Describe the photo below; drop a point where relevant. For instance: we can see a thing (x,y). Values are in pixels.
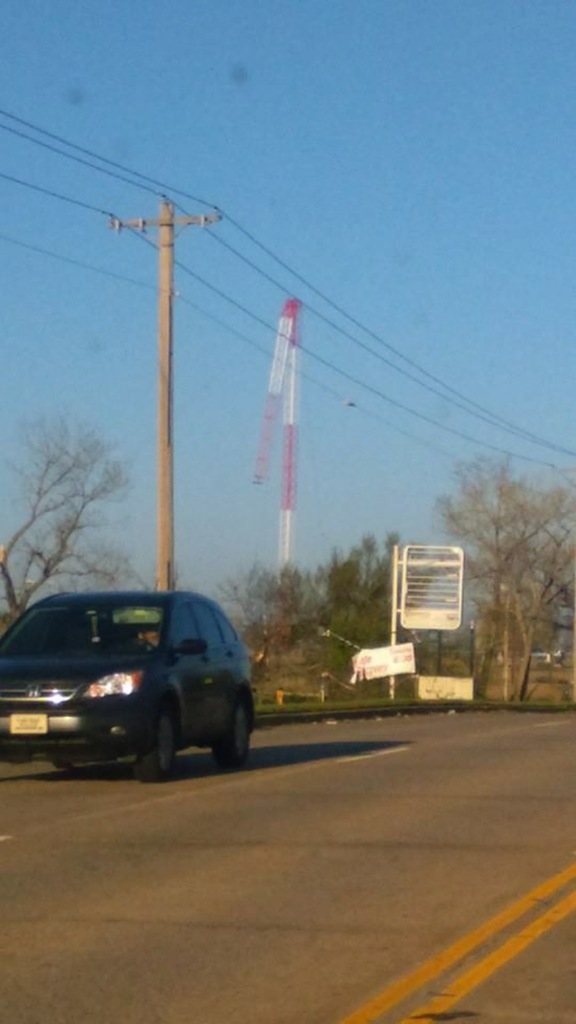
At the bottom of the image (281,806) there is a road (288,854) and we can see a car (112,621) on the road (149,799). In the background (336,677) there are poles (159,511), trees (329,584), boards (401,662), wires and sky (319,289).
